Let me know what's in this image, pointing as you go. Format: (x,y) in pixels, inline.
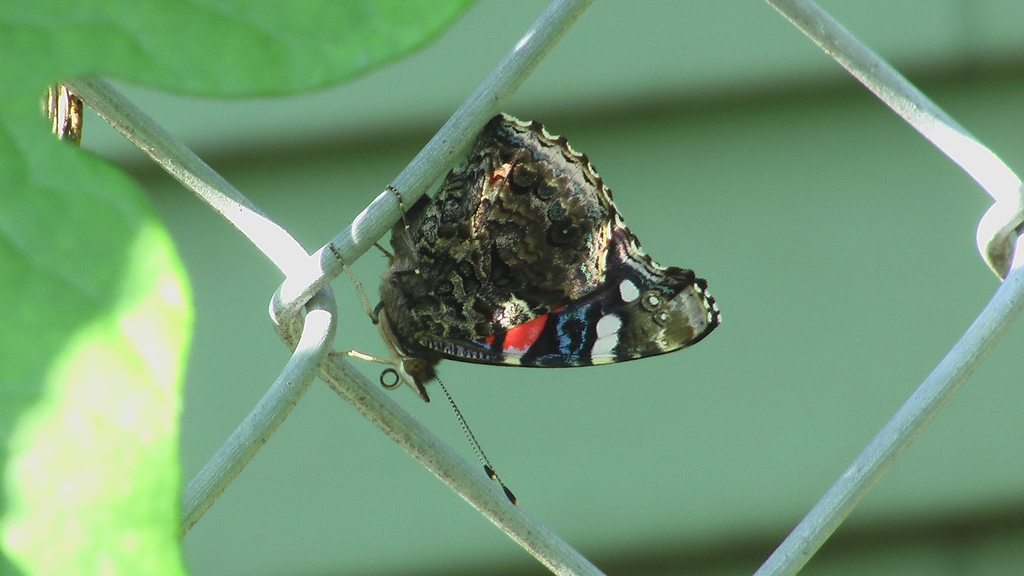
In the center of the image (517,308) we can see a butterfly (493,269) on the fence (374,408). On the left (175,412) there is a leaf (121,191).
